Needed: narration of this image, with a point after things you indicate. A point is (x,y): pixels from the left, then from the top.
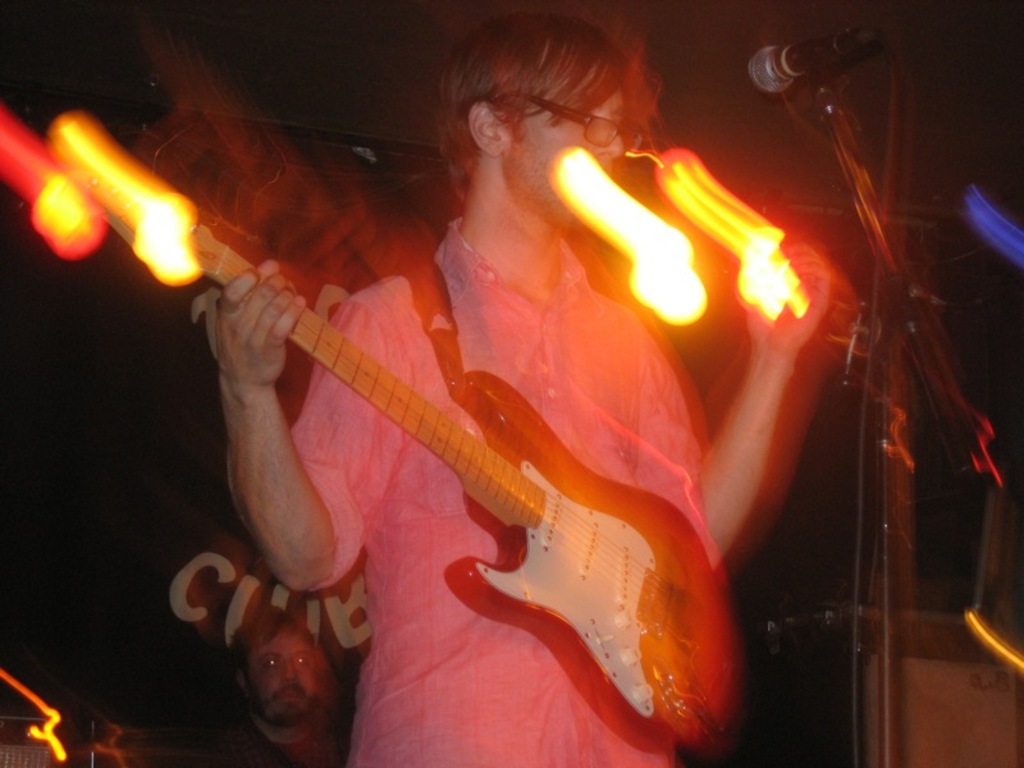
In this image a person (475,338) is holding a guitar (378,373). He is wearing spectacles (581,119). Before him there is a mike stand (882,702). Bottom of image (247,735) there is a person (317,744).
